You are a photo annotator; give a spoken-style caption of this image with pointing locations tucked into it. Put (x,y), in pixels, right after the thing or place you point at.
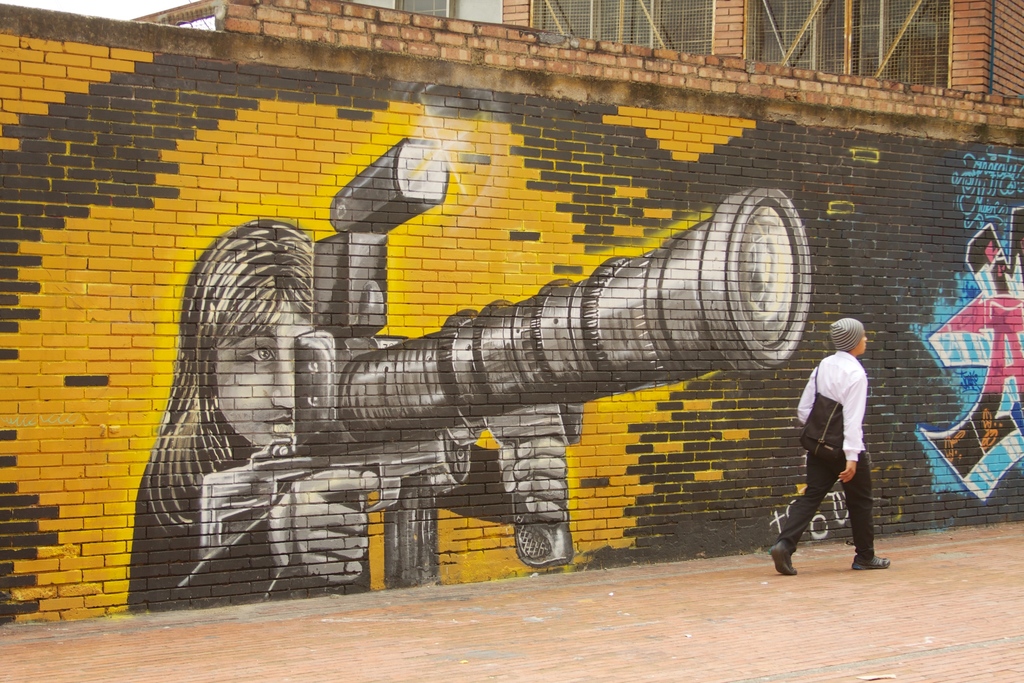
In this image we can see a person (855,397) wearing white dress (805,396), cap (836,327), backpack (833,431) and shoes (783,568) is walking on the road (688,604). In the background (130,497), we can see a wall (723,324) on which we can see the art (467,387) of a person (246,446) holding a camera (320,330). Here we can see the brick building (921,20) with mesh windows (759,53).
